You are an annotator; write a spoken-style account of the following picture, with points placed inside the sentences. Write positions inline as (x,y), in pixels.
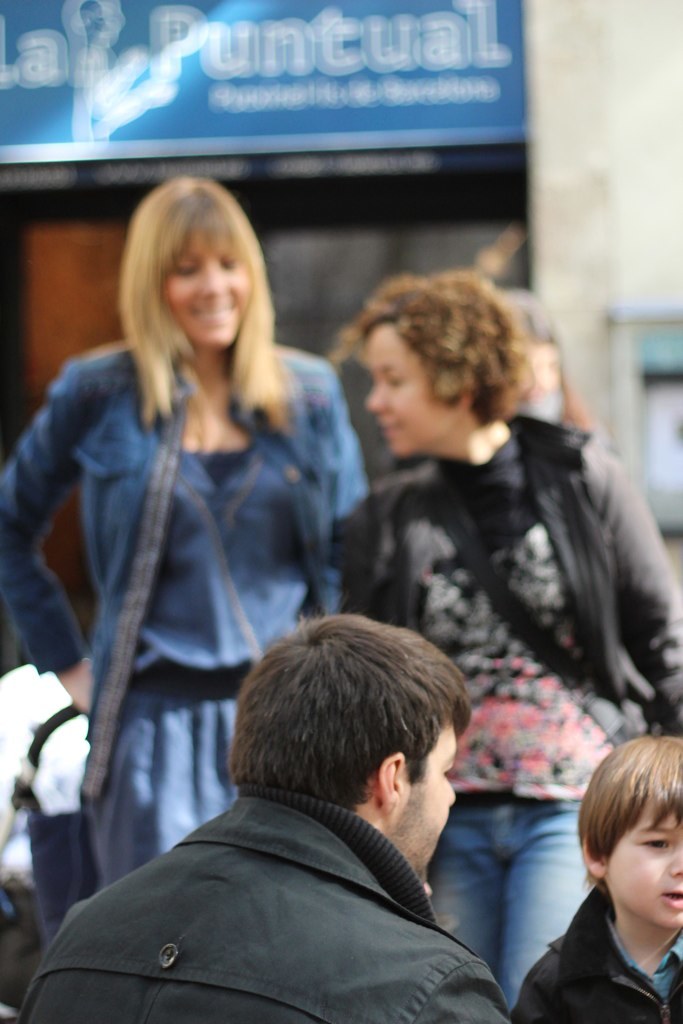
In the foreground of this picture (312,726), there is a man (341,894) in black jacket (336,888) at the bottom (348,904) and a boy (609,937) on the right bottom corner (651,936). In the background (429,437), there are two woman (226,535), wall (587,71) and a blue board (430,14).
